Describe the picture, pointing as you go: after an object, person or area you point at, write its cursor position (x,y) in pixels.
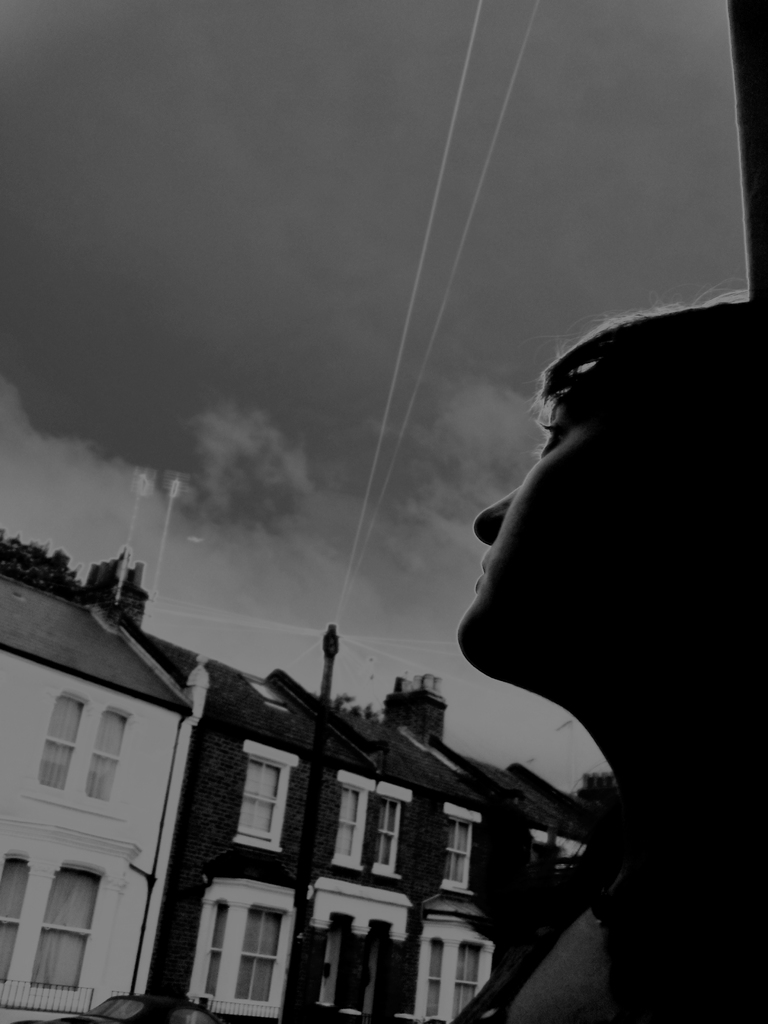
In front of the image there is a person (560,626), behind the person (566,675) there are trees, buildings (358,802) and a lamp post (310,821), in front of the building (191,960) there is a car (147,1011), at the top of the image (364,302) there are clouds (326,321) in the sky (309,262).
